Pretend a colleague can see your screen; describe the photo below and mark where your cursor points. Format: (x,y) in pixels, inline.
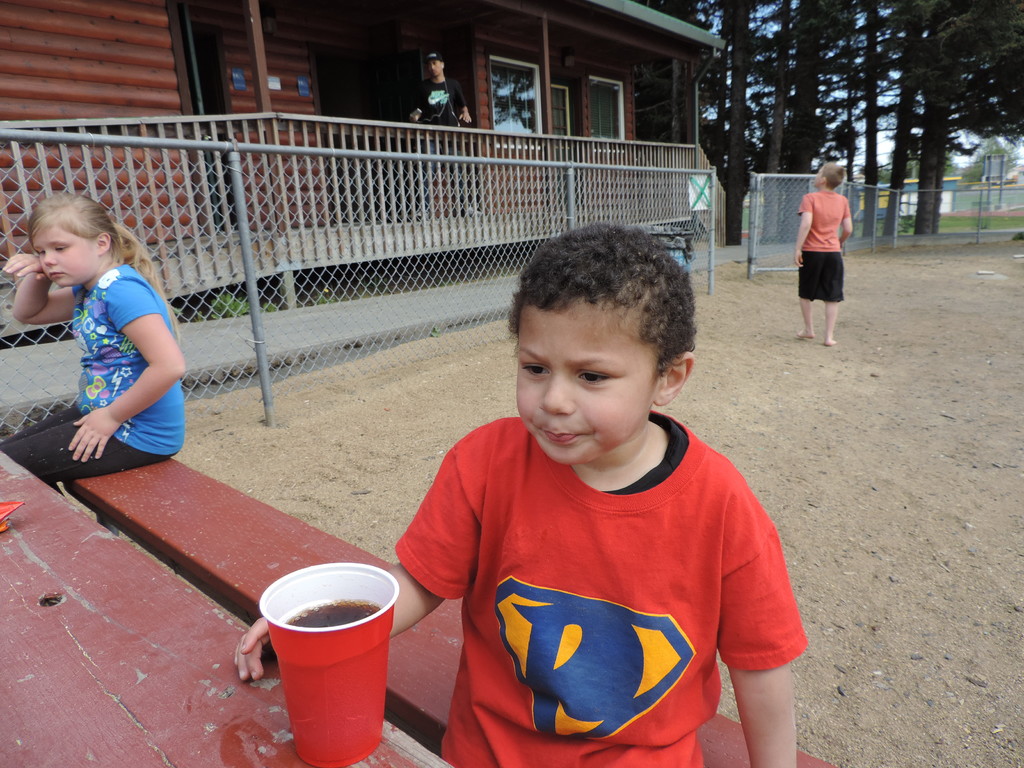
In this image there is a kid (418,541) sitting on a bench (443,664), in front of him there is a glass of drink (316,664), beside the kid (400,620) there is a girl (59,285) sitting, behind them there is a boy (825,255) walking, in front of the boy (799,235) there is a metal mesh fence (504,191), in front of the fence (430,162) there is a house (511,116) with a person (463,114) in front of the house (505,108), beside the house (512,106) there are trees (949,123).
